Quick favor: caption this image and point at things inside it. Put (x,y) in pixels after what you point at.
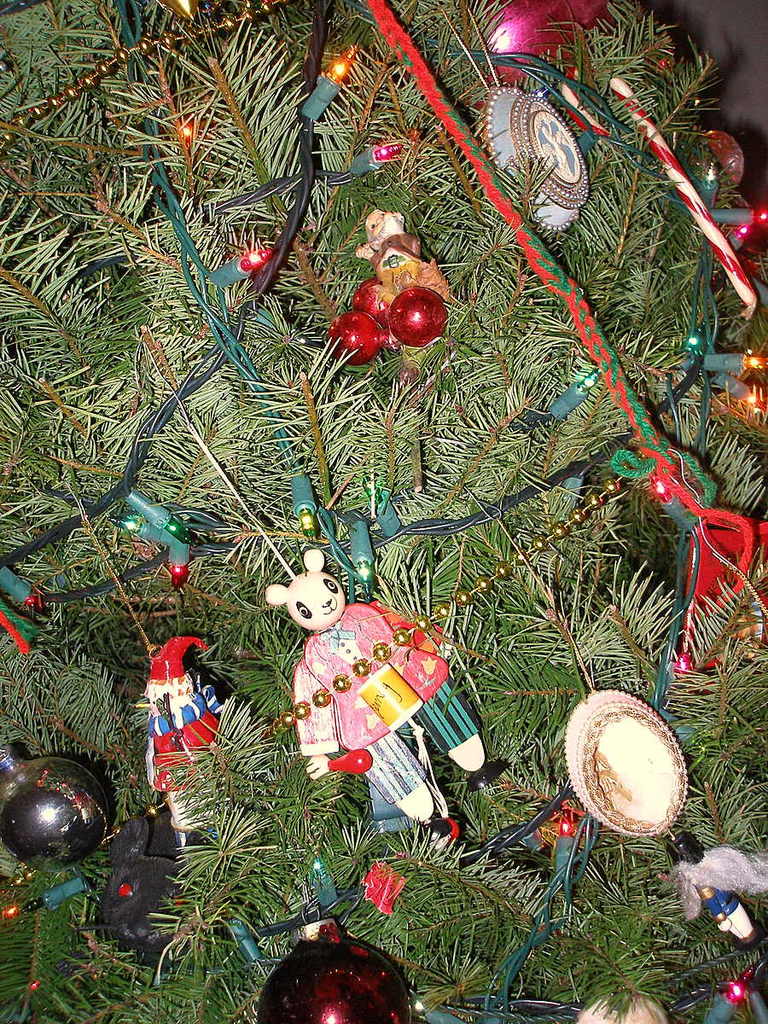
In this image I can see a Christmas tree (104,669) in green color and I see few lights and multi color toys (369,744).
